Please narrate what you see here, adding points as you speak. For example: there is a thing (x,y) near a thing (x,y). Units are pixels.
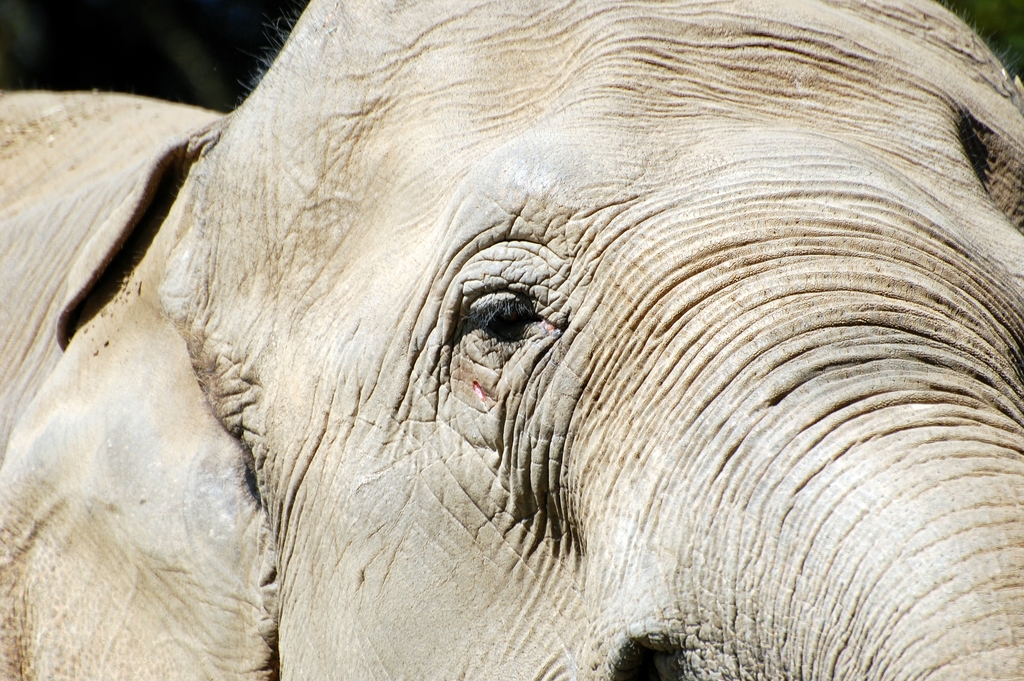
It is an elephant (588,311).
